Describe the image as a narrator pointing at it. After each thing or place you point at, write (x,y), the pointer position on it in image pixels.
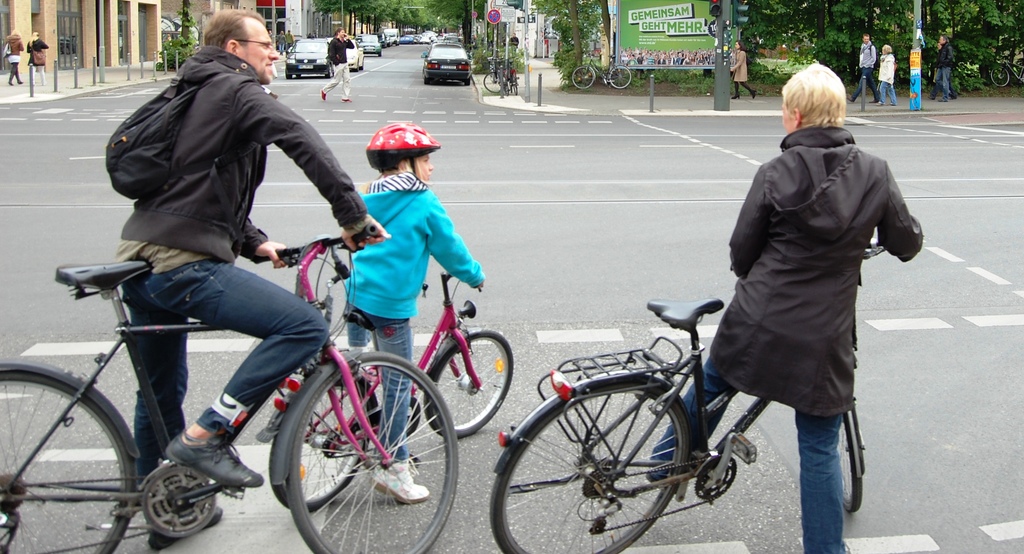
Here we can see three persons (900,238) on the bicycle (481,423). This is road (540,200). There are cars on the road (410,62). Here we can see some persons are walking on the road (520,127). This is banner (651,42) and there are trees (838,57). This is a building (91,46).
